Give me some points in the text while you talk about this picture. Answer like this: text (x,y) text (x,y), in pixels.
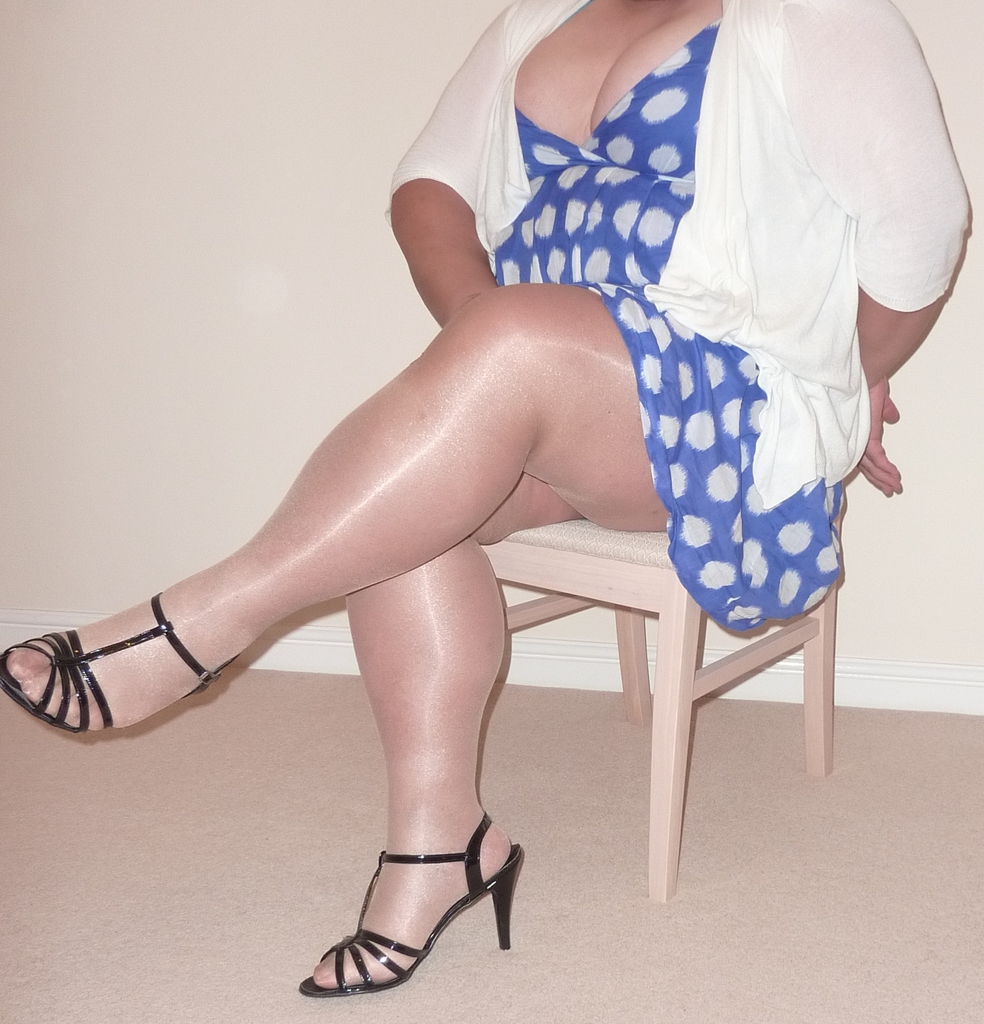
In this picture we can see a woman (332,586) wore sandals (499,919) and sitting on a stool (595,589) and this stool (683,674) is on the floor (523,972) and in the background (332,313) we can see the wall (162,253).
